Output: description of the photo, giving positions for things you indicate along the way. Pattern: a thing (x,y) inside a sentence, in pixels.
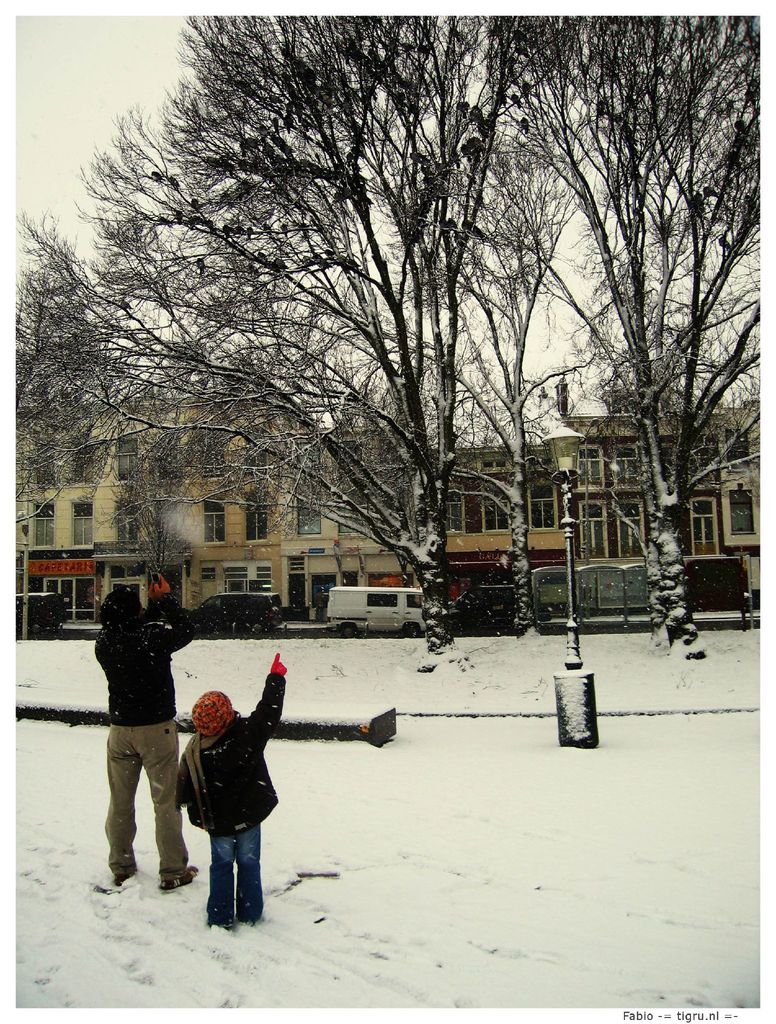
In this picture we can see an adult (132,612) and a kid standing in the snow (134,915) and looking at the trees (412,410) and houses (214,526).
